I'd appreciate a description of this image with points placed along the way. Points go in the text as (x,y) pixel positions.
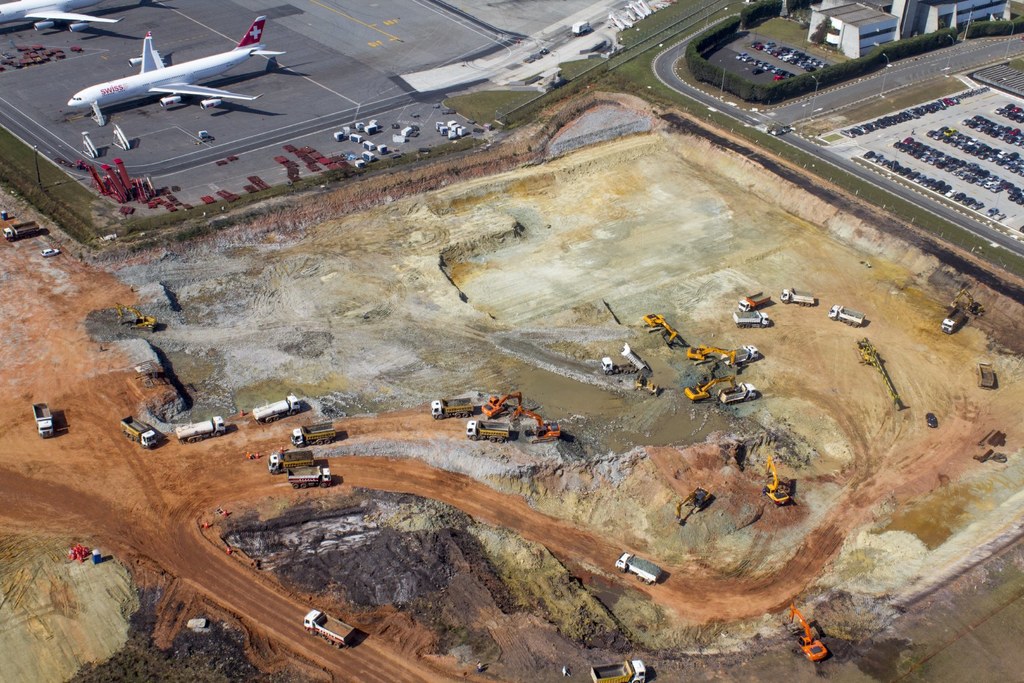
In this image I can see an open ground (438,276) and on it I can see number of vehicles (31,229). On the top right side of this image (863,20) I can see few poles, roads (786,124), a building (850,39) and vehicles (777,76). On the top left side of this image (108,20) I can see two white colour airplanes (20,9), I can also see few white colour things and few red colour things (103,176) near it.
